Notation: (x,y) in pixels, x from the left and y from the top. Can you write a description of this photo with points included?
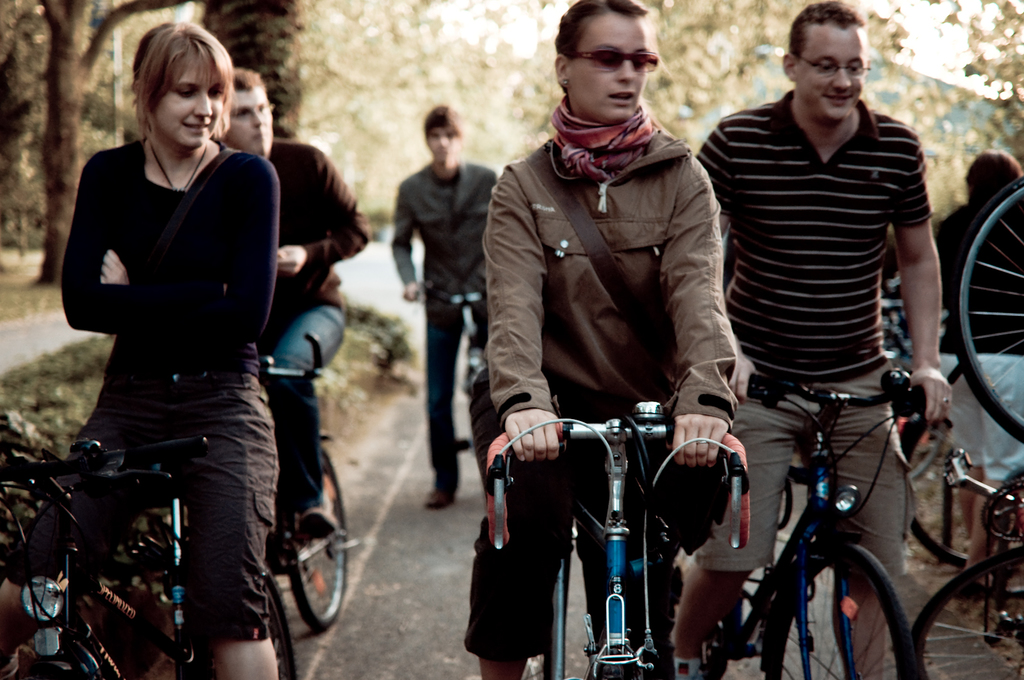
In the image we can see there are people (494,247) who is sitting on bicycle (626,476) and bicycle (16,471) is parked on the road (405,598).
